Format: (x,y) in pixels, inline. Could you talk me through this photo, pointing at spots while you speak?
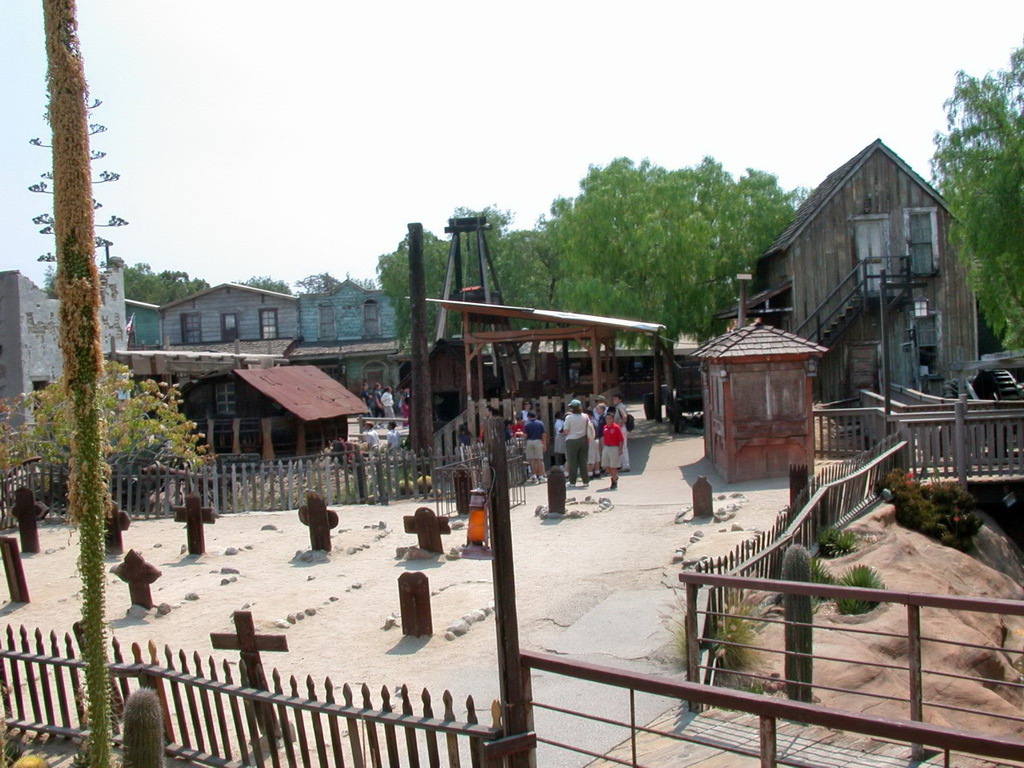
In this image we can see the buildings (784,418), trees (695,285), plants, wooden fence (405,695) and also the railing (788,591). We can also see the graves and also the roof (529,324) for shelter. We can see the people (612,405) standing on the path (641,433). We can also see the sky (263,86).
